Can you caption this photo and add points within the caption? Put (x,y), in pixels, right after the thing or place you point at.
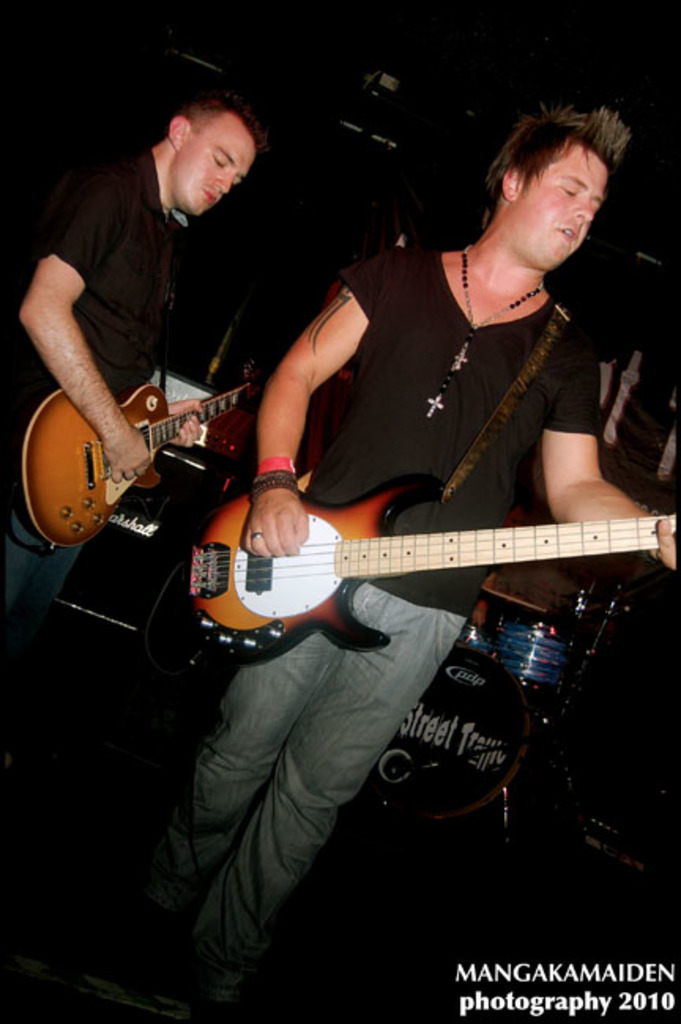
As we can see in the image there are two people (575,414) holding guitars (75,452).
